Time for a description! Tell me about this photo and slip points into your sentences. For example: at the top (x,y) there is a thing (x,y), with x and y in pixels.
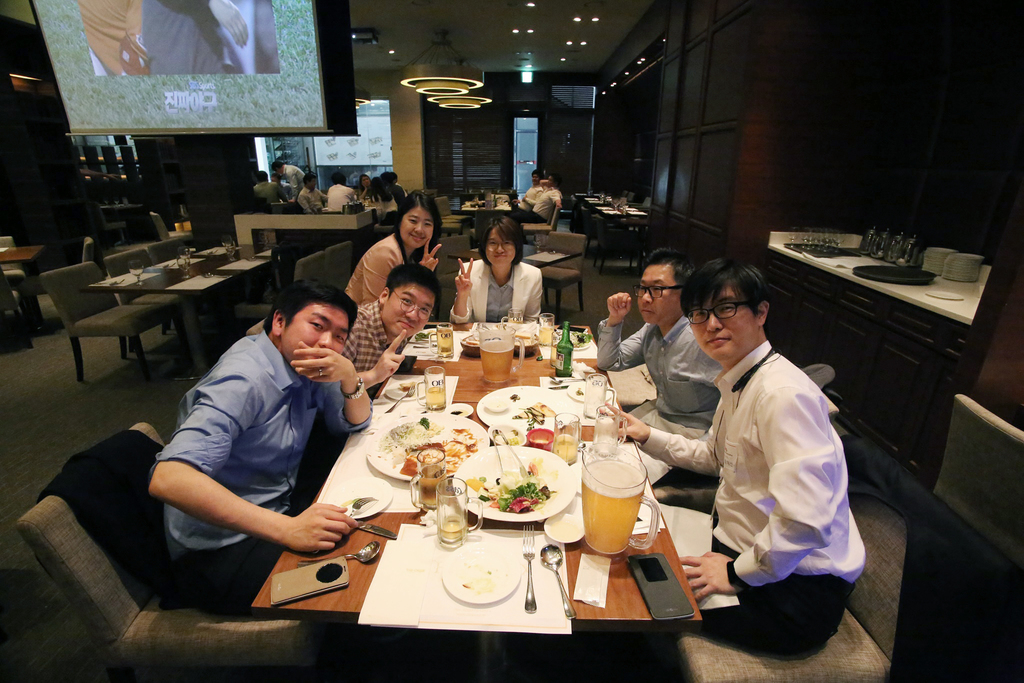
As we can see in the image there is a banner (244,50), tables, chairs (342,252), few people (473,283) here and there and on tables (423,490) there are tissues (409,596), white color clothes (405,553), forks (533,591), spoons (551,566), plates (490,471), glasses (456,486), bottles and different types of food items (424,418).
